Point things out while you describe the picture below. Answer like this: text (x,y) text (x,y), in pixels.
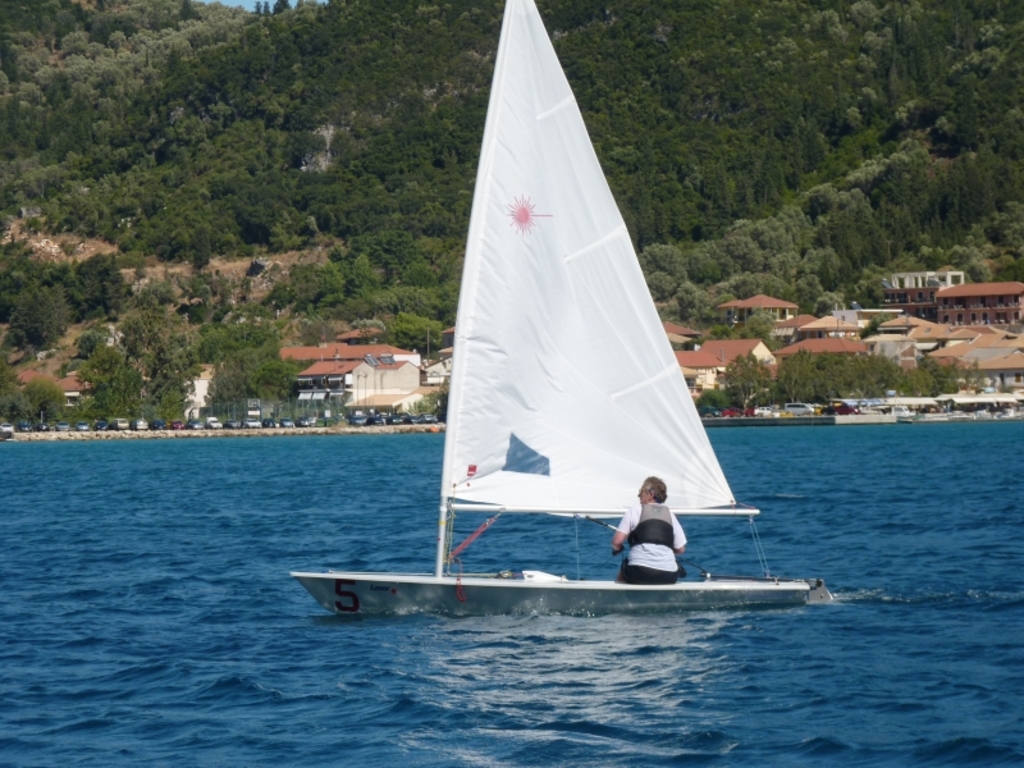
In the foreground of this image (566,354), there is a boat (567,514) on which a person (645,534) is sitting on it. The boat (748,598) is moving on the water (249,709). In the background (303,171), there are trees (367,133), few buildings (985,336), vehicles (42,427) and the sheds (968,395).
